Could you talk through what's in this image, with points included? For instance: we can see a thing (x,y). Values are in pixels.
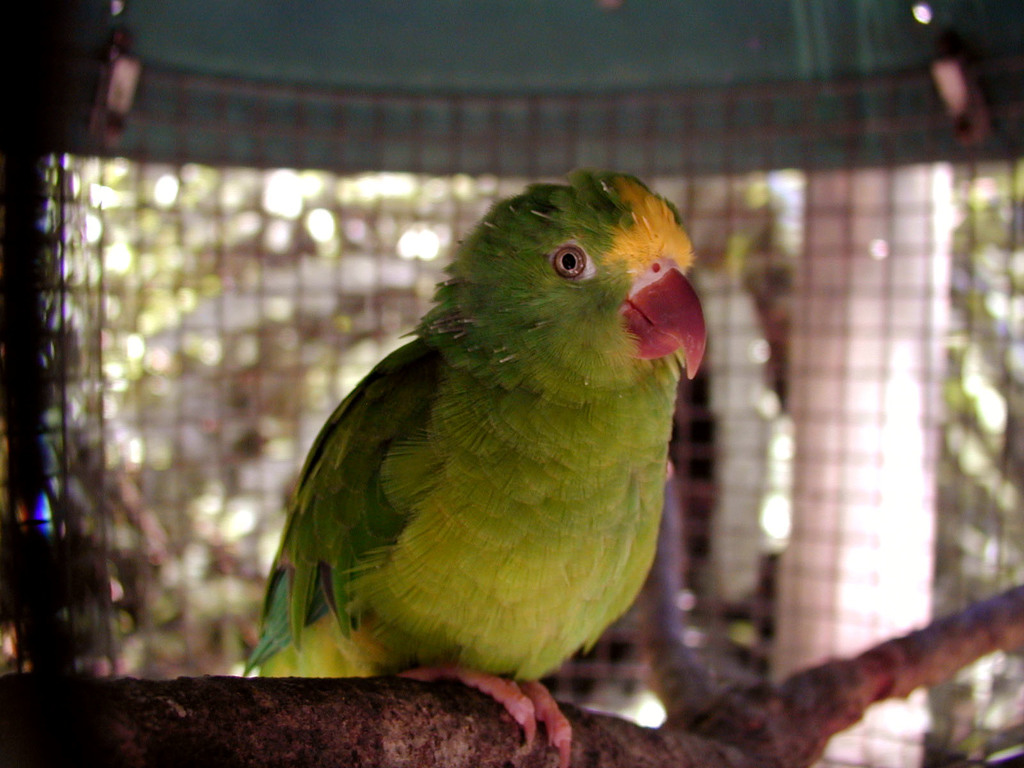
In this image we can see a parrot (500,436) on the branch (916,645) of a tree (968,630). On the backside (167,445) we can see a pillar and a metal fence (313,385).
